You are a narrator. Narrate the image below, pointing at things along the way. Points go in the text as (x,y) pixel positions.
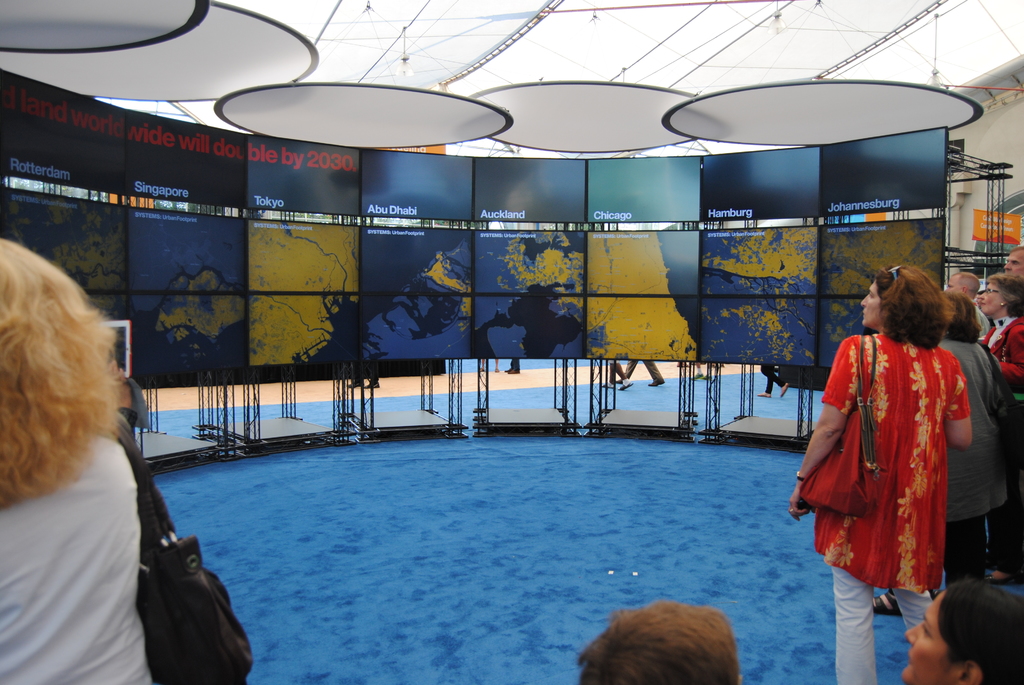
In this image I can see some people (906,478). I can see some boards (388,267) with some text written on it.
